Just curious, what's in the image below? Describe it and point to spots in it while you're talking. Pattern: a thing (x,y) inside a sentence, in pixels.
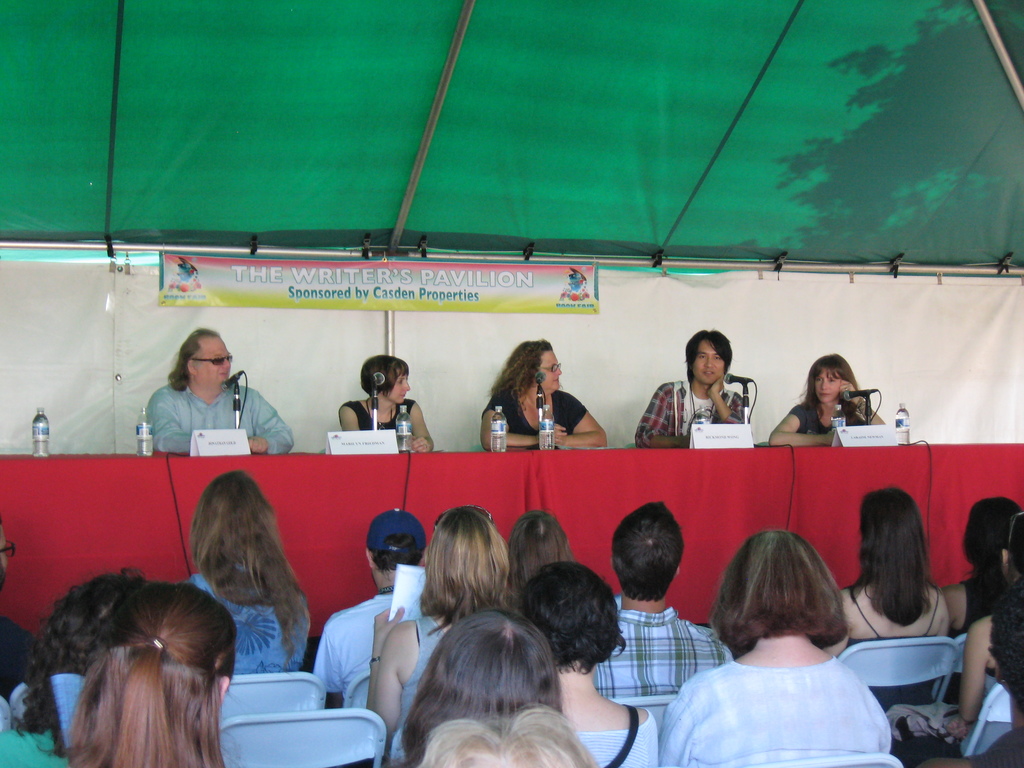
In this image we can see some group of persons (472,628) sitting on chairs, in the background (561,490) there are some persons (182,411) sitting on chairs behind table (63,516) on which there is red color cloth (429,524) there are some microphones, water bottles (140,449) and some name boards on table (479,471), there is white color sheet (445,338) and green color tent (373,99).
